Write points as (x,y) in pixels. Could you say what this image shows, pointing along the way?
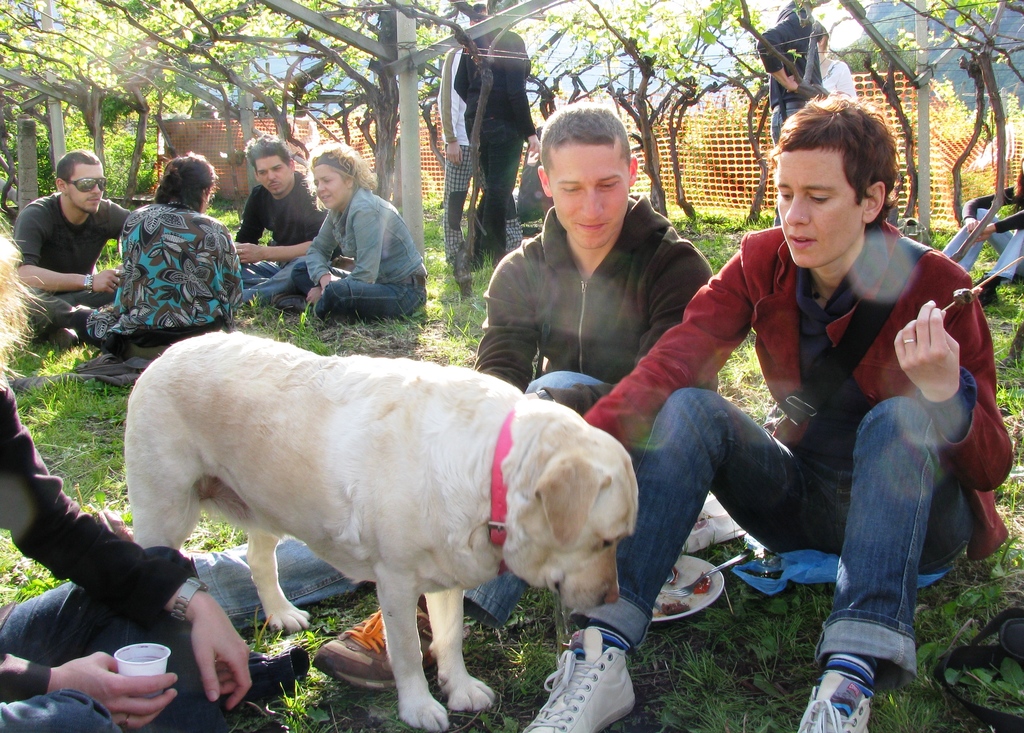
In this image I can see people (504,165) where few of them are standing and rest all are sitting on ground (268,722). Here I can see a dog (403,435) and in the background (380,88) I can see number of trees (951,28).
